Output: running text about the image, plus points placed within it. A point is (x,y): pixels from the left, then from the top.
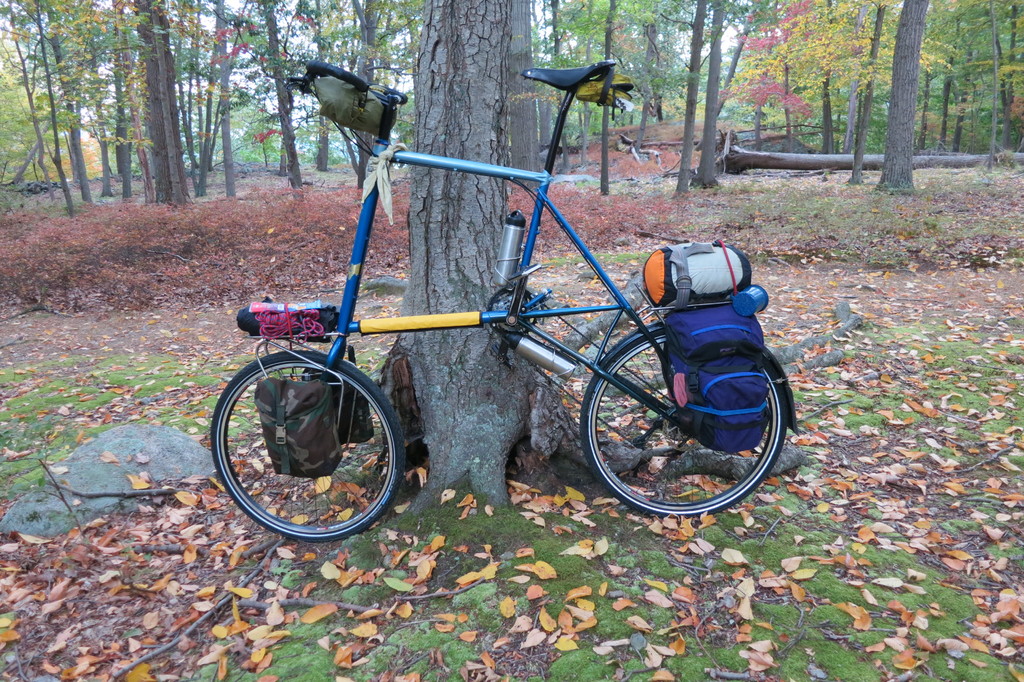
In this picture we can see a bicycle (529,245), couple of bottles (511,249) and baggage (664,274), in the background (168,121) we can find couple of trees (269,87).
